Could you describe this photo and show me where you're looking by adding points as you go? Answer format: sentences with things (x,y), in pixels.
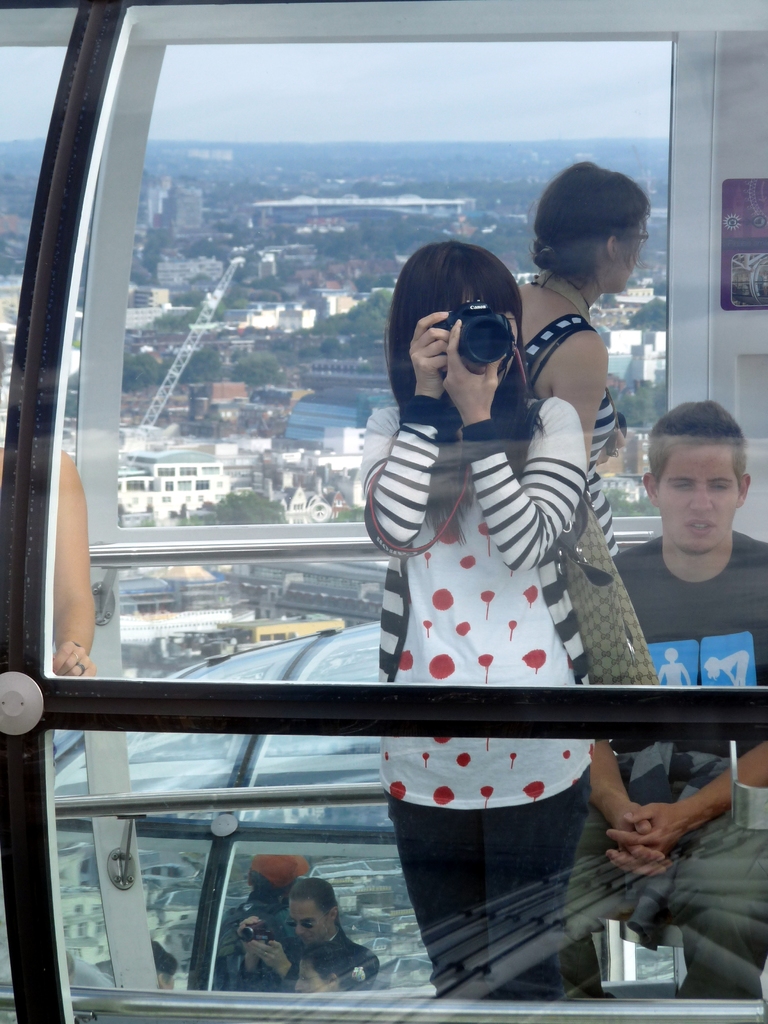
In this picture we can observe some people (541,840) in the cabin (453,713). There is a woman (516,617) holding a camera (472,359) in her hands (457,361). On the right side (697,601) there is a man (697,494) sitting. In the background (176,434) we can observe houses (240,430) and trees (347,325). There is a sky (388,102) here.
